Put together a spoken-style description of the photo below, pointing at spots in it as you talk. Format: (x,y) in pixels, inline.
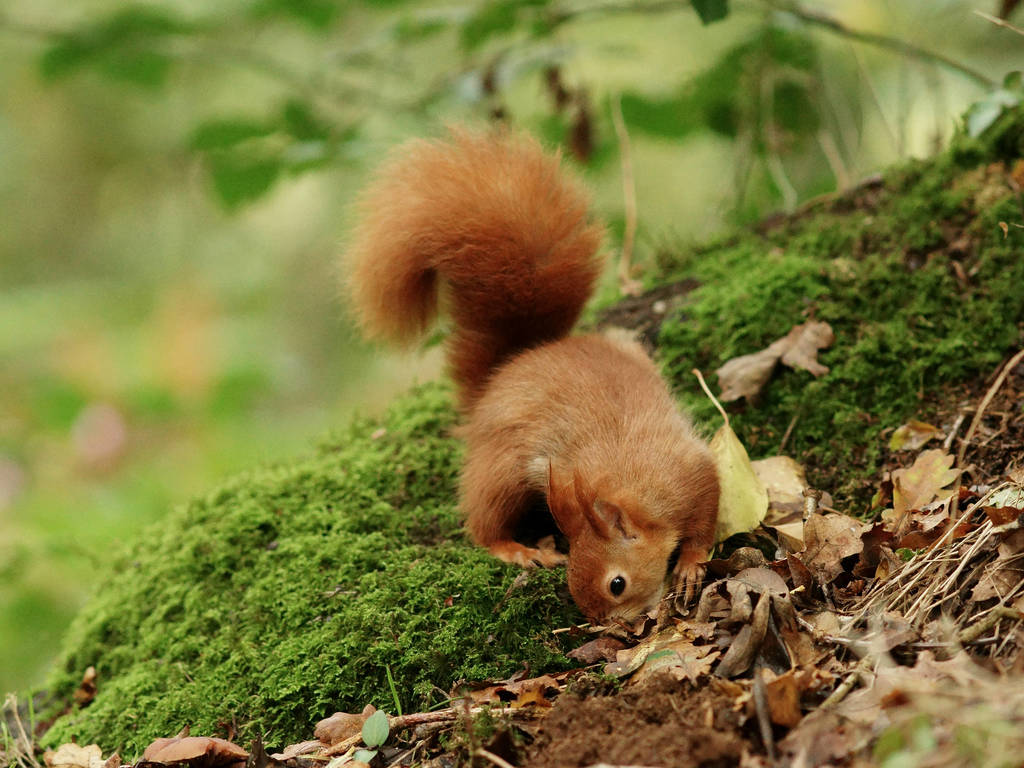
As we can see in the image there is grass (349,506), squirrel (576,501) and plant (495,10). The background (153,147) is blurred.
